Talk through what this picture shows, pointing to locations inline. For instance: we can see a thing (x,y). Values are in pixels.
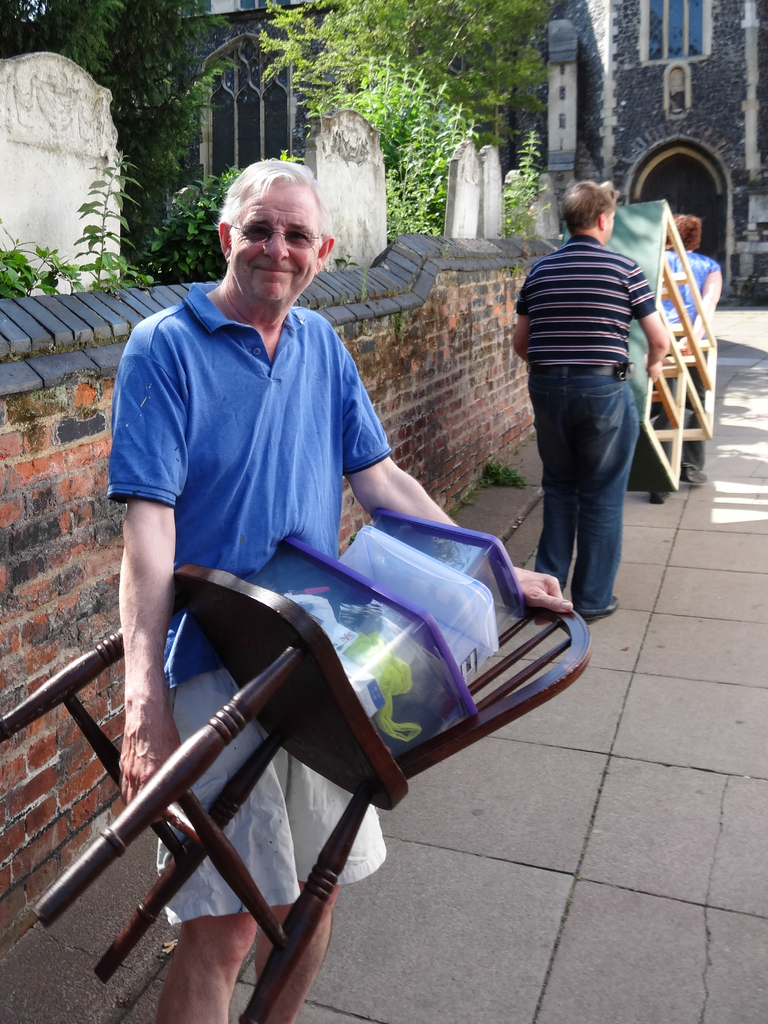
This is the picture of the man (262,407) holding the chair (329,744) and boxes (359,643) and right side of the man (249,405) there are 2 persons (573,243) carrying the table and the back ground (732,197) we have trees (432,10), building (583,27), and a wall (153,312).
